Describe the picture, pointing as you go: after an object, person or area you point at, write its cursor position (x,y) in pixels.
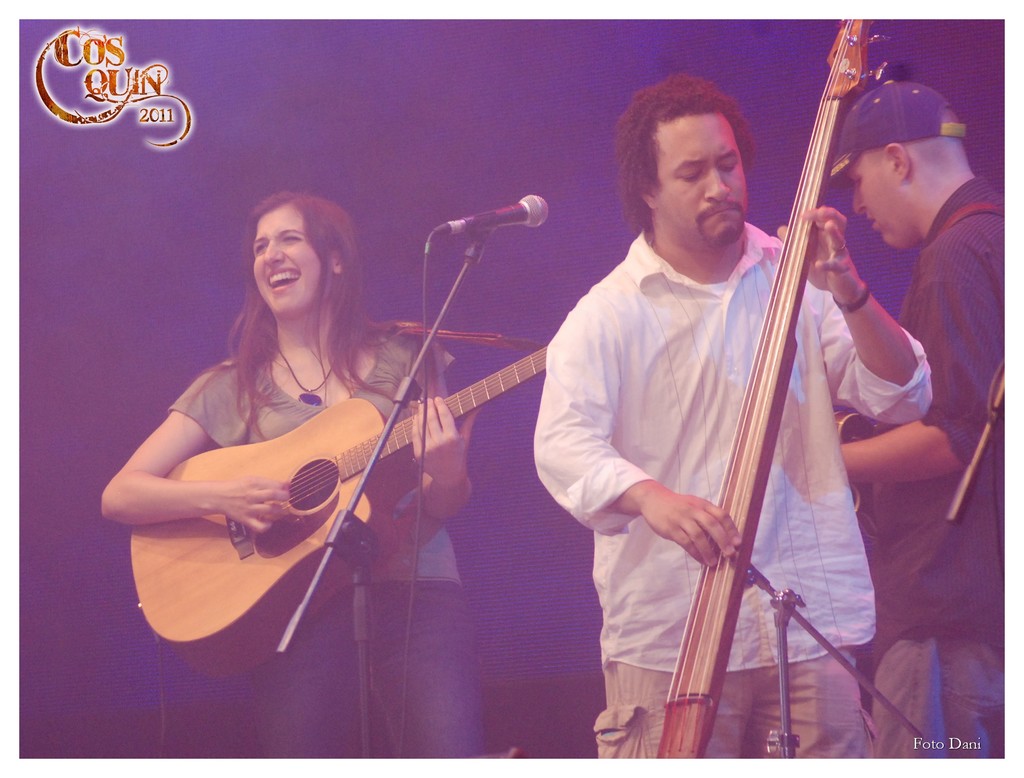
Here is the woman (273,495) standing and playing guitar (294,501). There are two people (686,413) standing, one person (658,437) is holding a musical instrument (744,527). This is the mike (541,217) with the mike stand (363,533). I think this person (936,445) is holding guitar (860,436). And the background (119,296) looks dark.
